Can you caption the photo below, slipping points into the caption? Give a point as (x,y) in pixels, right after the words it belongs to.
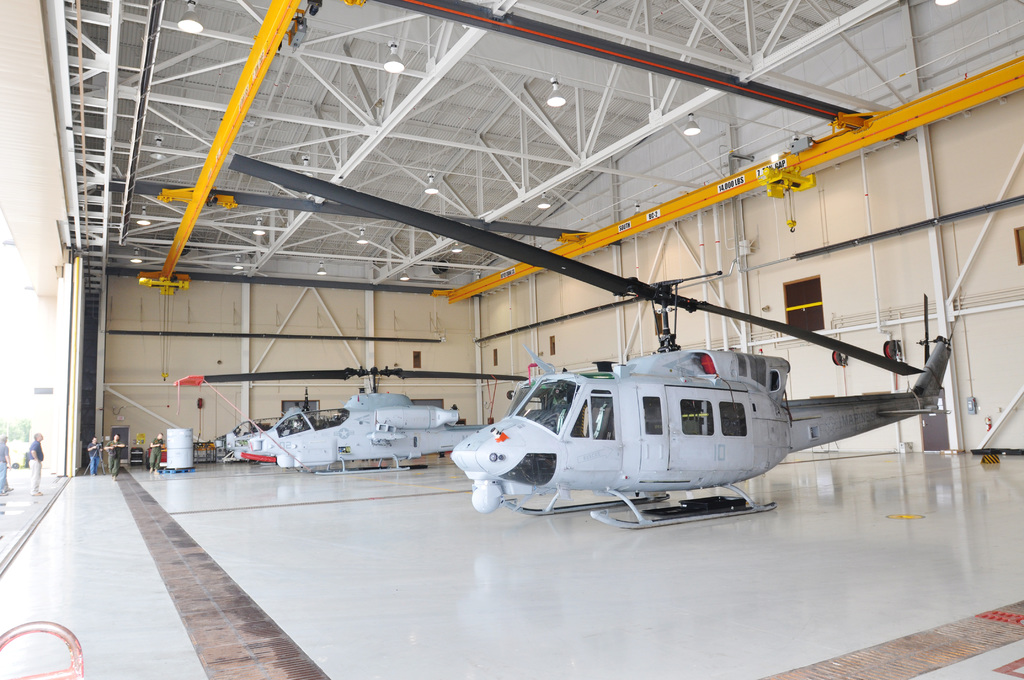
In this image we can see some aircrafts (813,342) and there is a building (380,134) and we can see some objects (180,445) on the floor (872,531). There are some people (119,456) standing.
